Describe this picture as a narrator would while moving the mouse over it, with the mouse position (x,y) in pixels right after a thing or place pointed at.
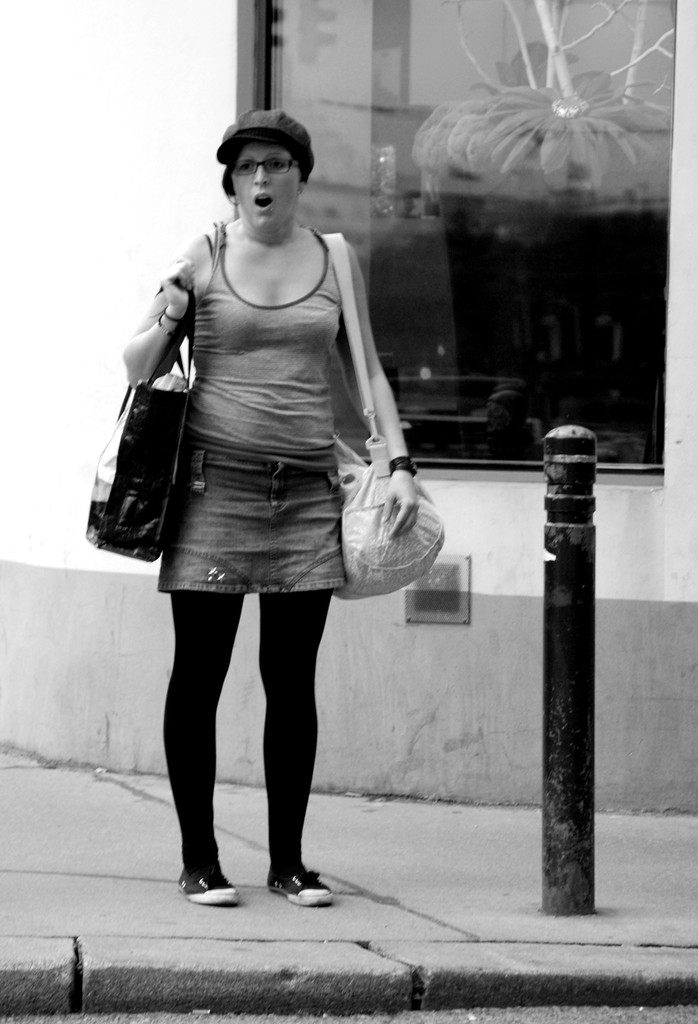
In this image I can see a woman (317,618) is standing on the footpath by holding the two bags (359,364), on the right side (553,246) there is the glass wall (571,198), this image is in black and white color.
